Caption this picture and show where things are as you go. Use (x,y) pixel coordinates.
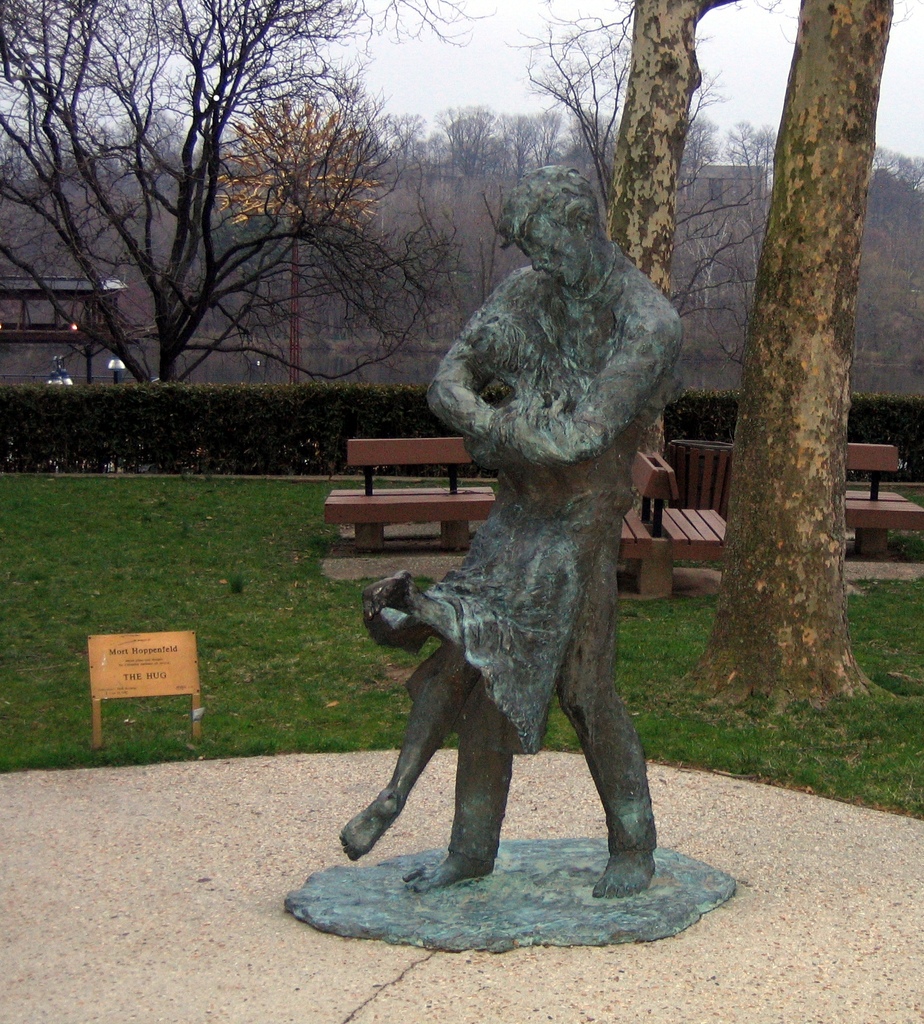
In this picture there is a statue (607,419) in the center of the image (594,584), there are grass land (740,747) and benches (626,528) in the center of the image (357,515), there are trees (32,192) in the background area of the image (609,177).
